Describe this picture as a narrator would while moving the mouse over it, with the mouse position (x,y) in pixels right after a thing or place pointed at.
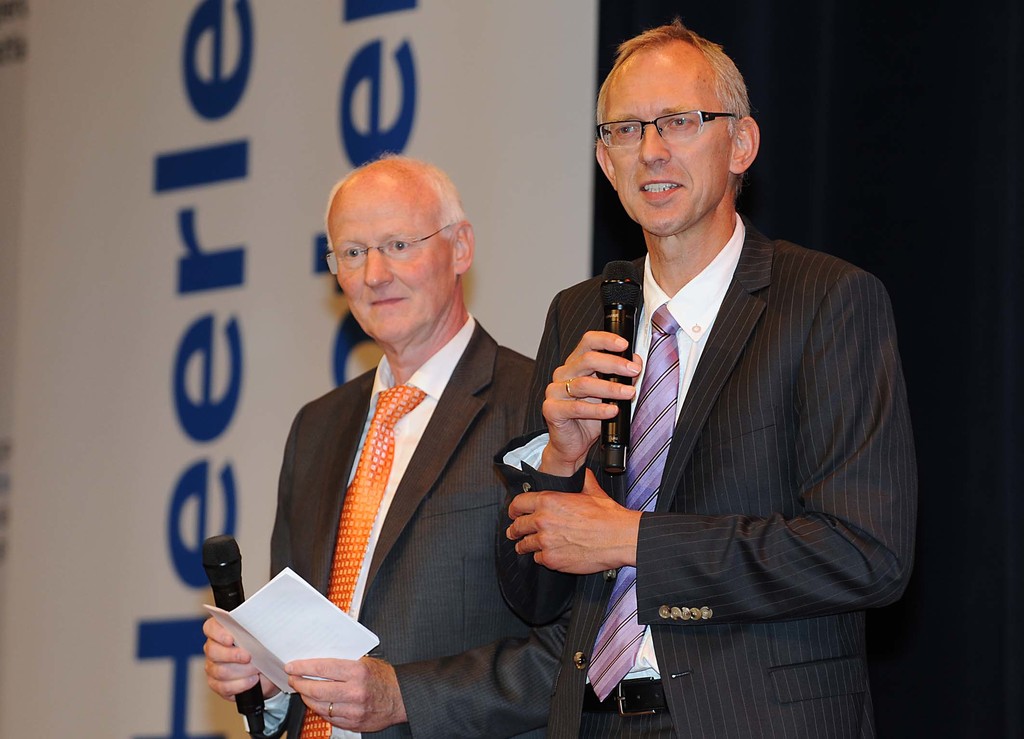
In this image we can see two persons (503,498) and they are holding mike's (622,437). One of them is holding a paper (358,653) with his hand (232,634). In the background (508,12) we can see a banner (542,40).
